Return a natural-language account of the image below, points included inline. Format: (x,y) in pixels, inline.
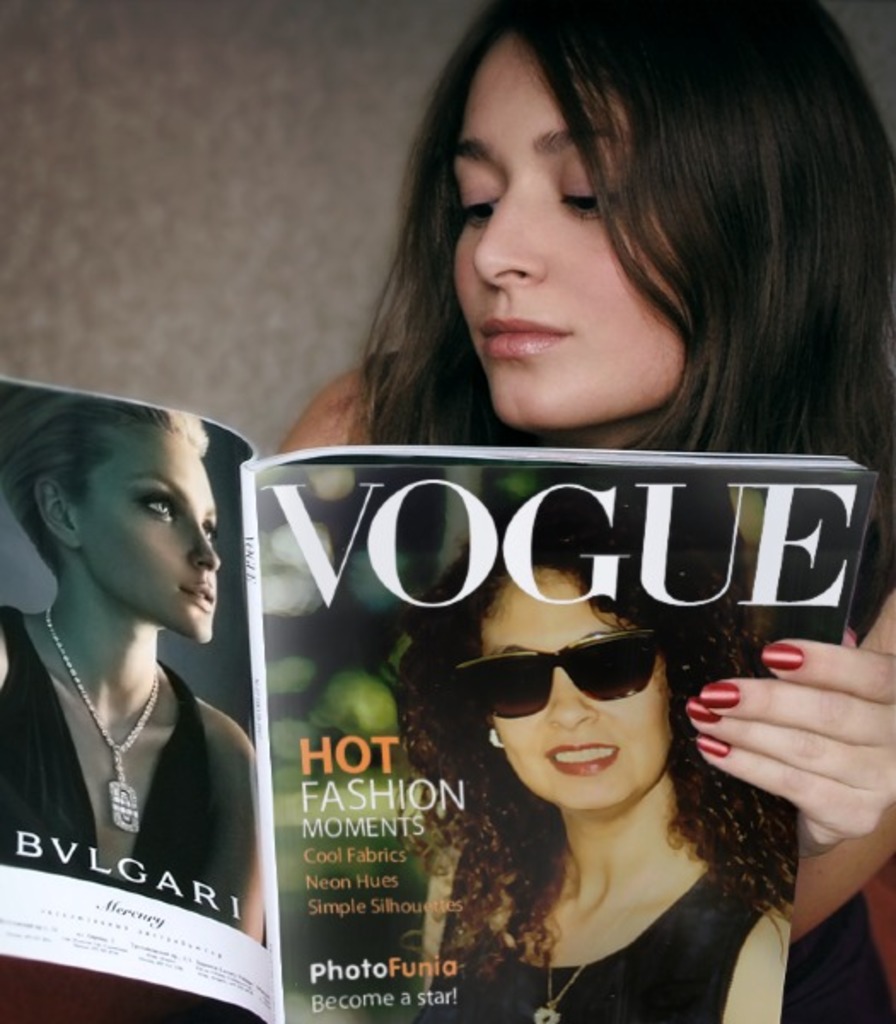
In this image we can see one woman (615,284) holding a book (279,538) and reading, backside of the woman (629,236) one wall (267,161) is there.
